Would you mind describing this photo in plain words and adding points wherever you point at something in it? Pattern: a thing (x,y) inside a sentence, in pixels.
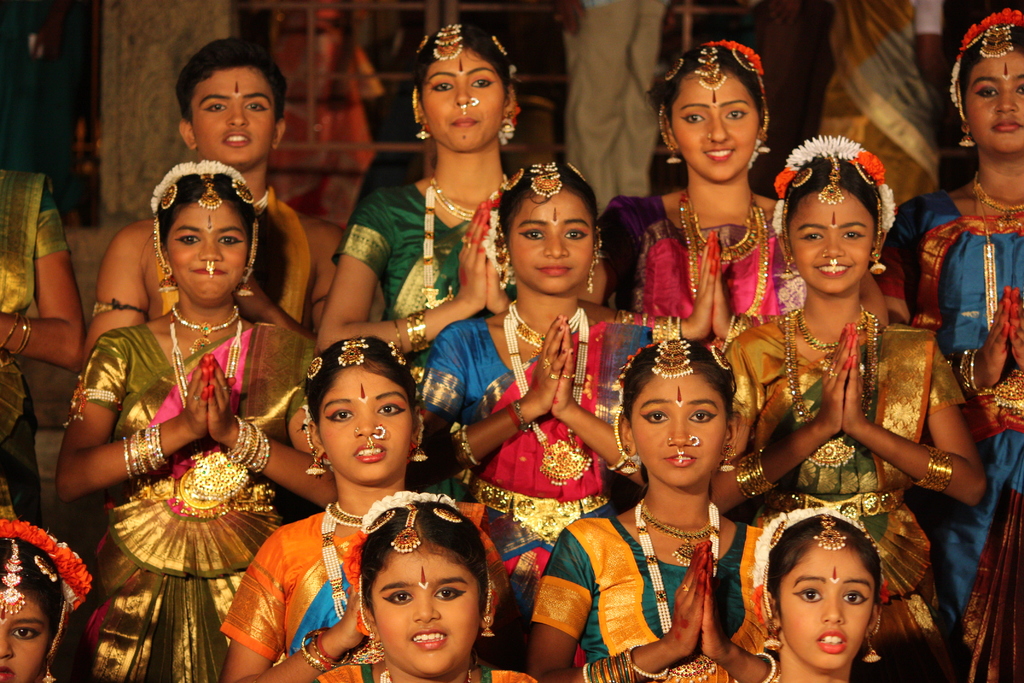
In this image there are group of persons (626,362) standing, there are persons (396,622) truncated towards the bottom of the image (1006,472), there are persons (990,408) truncated towards the right of the image (963,297), there are persons (17,417) truncated towards the left of the image (23,393), there are persons (334,70) truncated towards the top of the image (888,83), there is a wall (167,84) truncated towards the top of the image (170,52).
